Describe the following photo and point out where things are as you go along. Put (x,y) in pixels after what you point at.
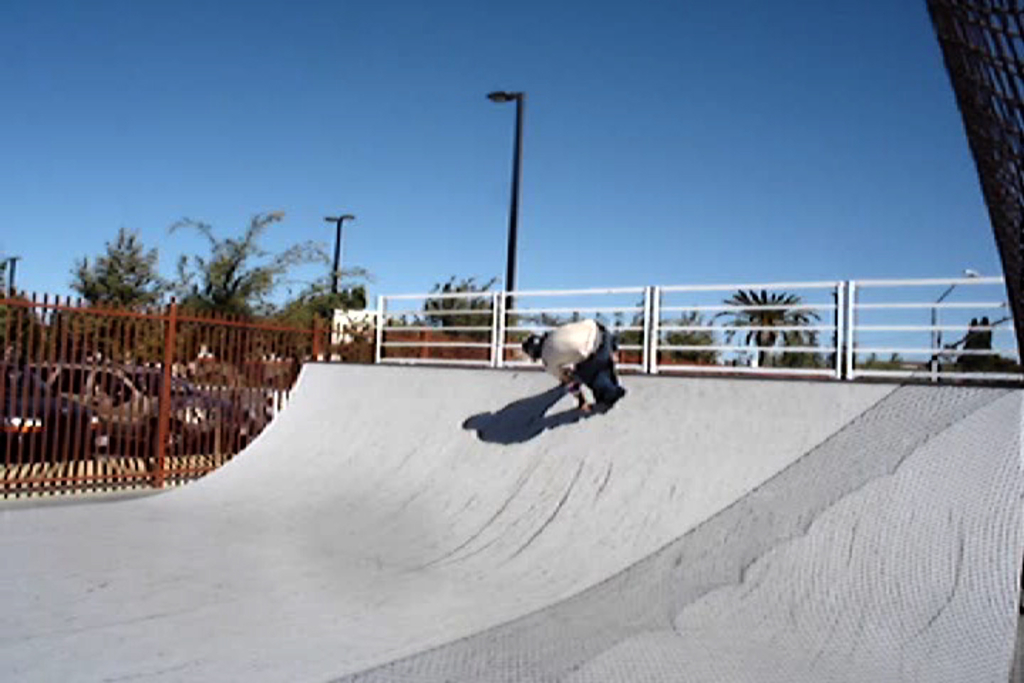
In this image I can see a person (561,381) visible on skating surface (267,460), there is a fence (272,343) beside the surface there are poles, vehicles (93,379), trees (116,266), at the top (528,112) there is the sky (468,119) visible.
